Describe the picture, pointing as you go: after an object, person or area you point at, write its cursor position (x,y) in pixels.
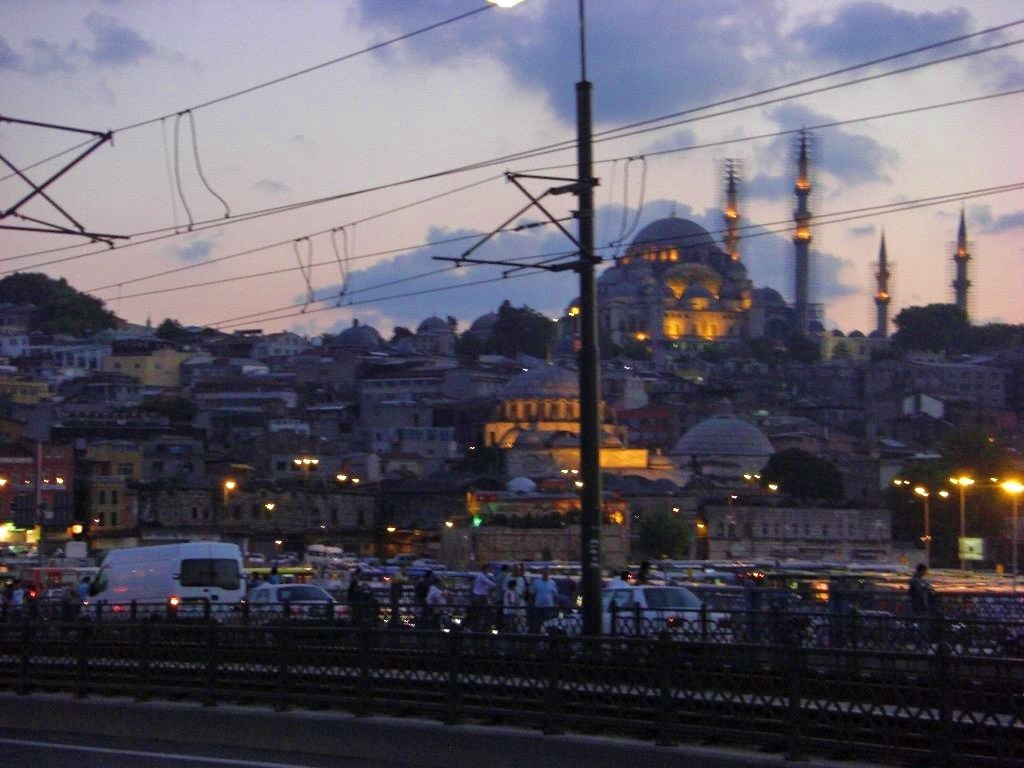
Sky (502,124) is cloudy. Background (402,453) there are buildings (437,479) and trees (327,338). Vehicles (374,570) and people (927,610) are on the road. This is current pole (583,110) with cables (537,149). Here we can see light poles (969,484).
